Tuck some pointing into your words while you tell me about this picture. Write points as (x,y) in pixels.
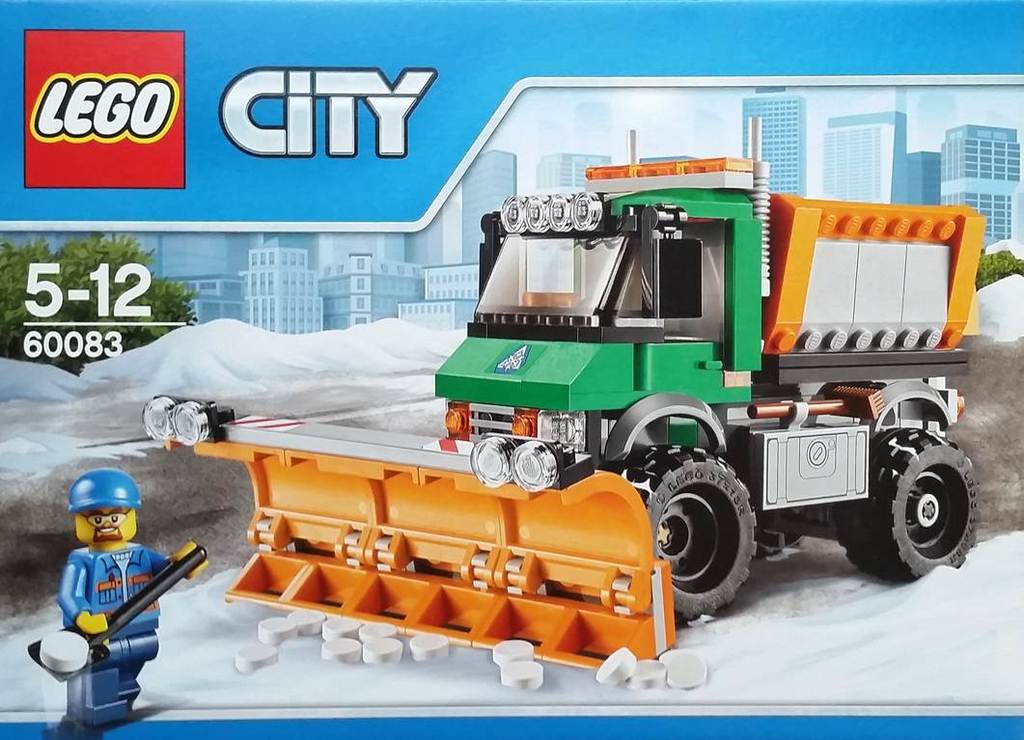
This is a poster (482,417). Here we can see a vehicle (637,564), buildings (338,297), trees (146,302), and a cartoon (81,569).
